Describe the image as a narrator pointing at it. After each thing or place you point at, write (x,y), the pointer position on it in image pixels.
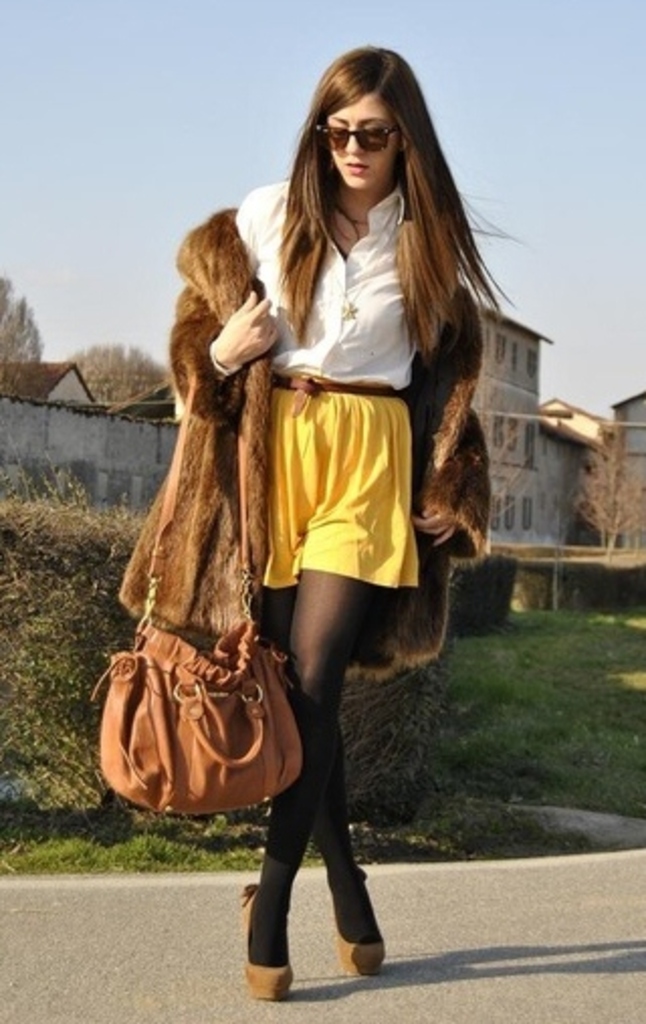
In this image I can see a person (319,465) wearing the bag (236,695). In the background (93,70) there are trees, building (32,364) and the sky (246,163).
